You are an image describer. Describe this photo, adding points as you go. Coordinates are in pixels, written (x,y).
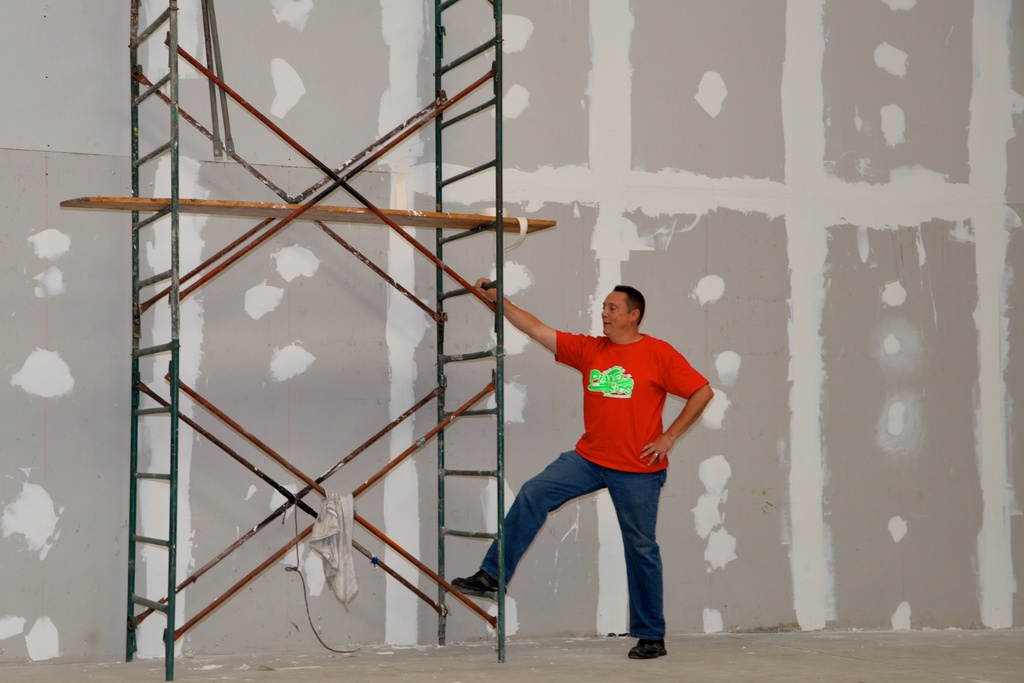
There is a man (651,561) and a metal structure (471,109) in the foreground (590,456) and there is a cloth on it, it seems like a wall (747,185) in the background area (528,247).
